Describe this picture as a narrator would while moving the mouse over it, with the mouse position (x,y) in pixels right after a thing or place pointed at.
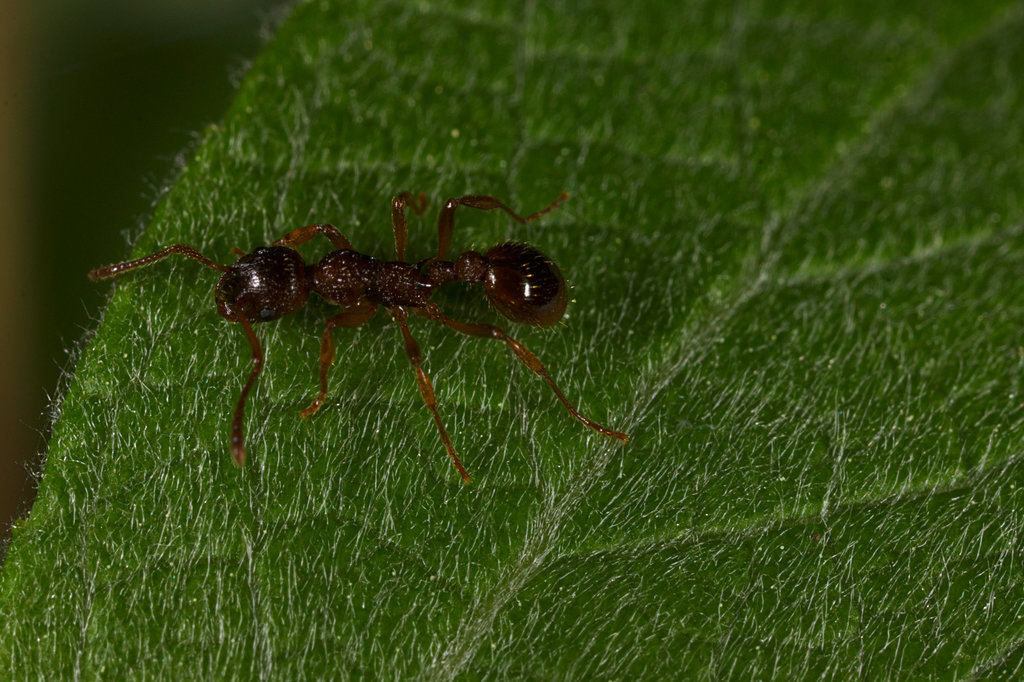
In this image we can see a small insect (322,375) on the leaf (561,462).
